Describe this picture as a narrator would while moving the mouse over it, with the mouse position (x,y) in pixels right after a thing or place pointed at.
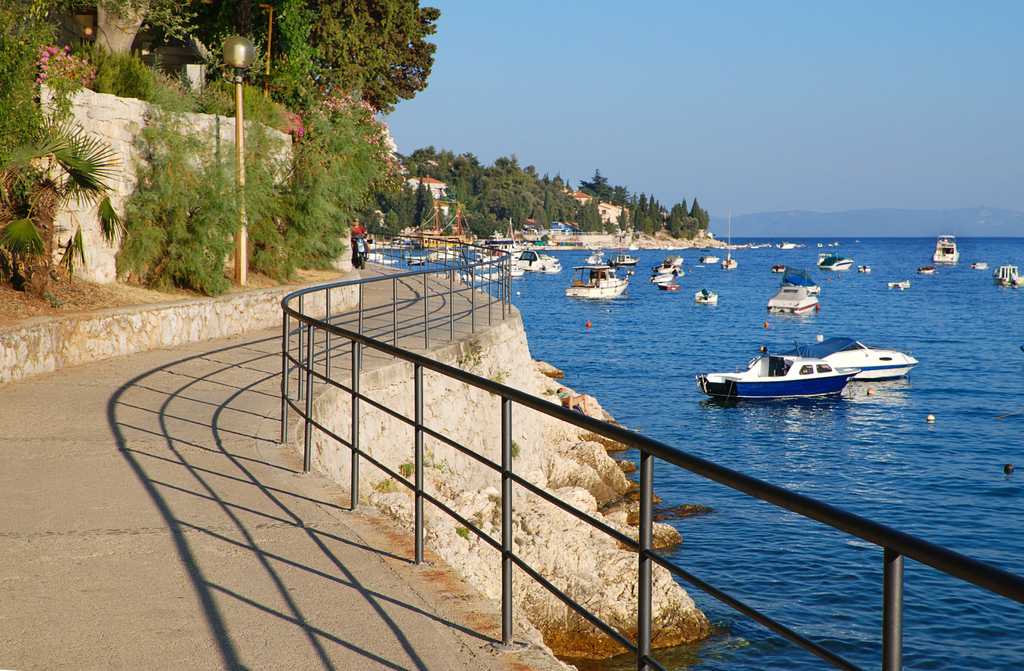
In the image there are a lot of boats (704,298) floating on the water surface (835,294) and on the left side (8,513) there is a path (367,348), beside that path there are many plants (288,74) and trees (332,131), in the background (769,213) there is a mountain (876,212).
